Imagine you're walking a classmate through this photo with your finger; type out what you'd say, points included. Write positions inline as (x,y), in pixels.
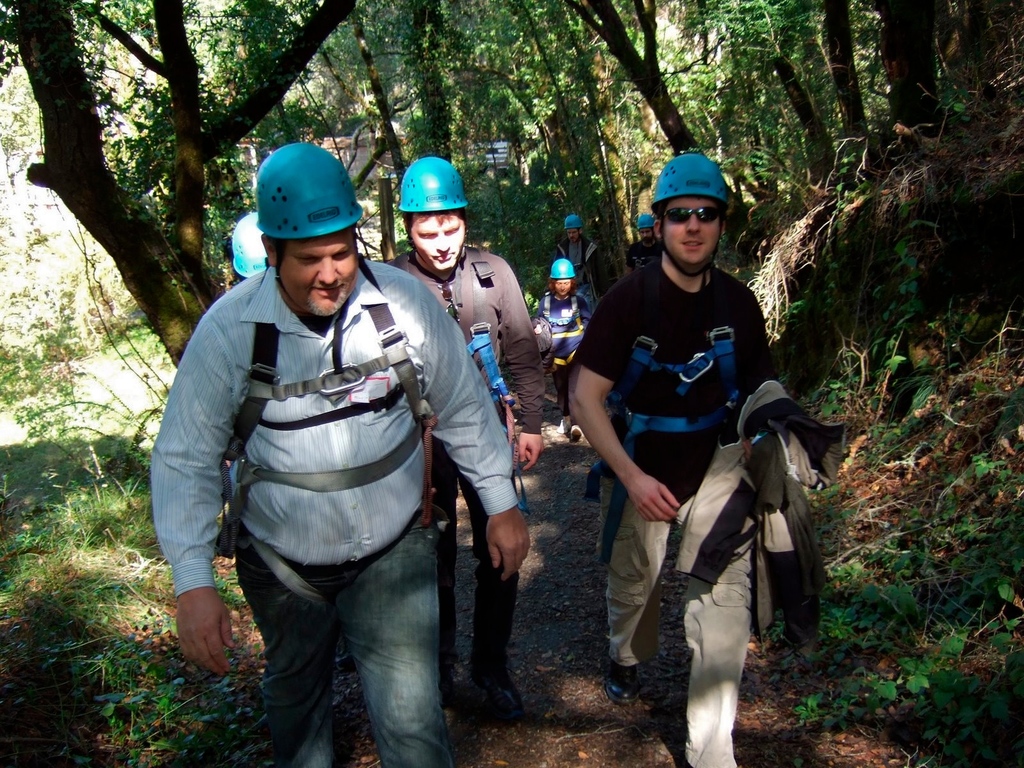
In the picture we can see these people (651,578) wearing blue color helmets (351,203) and dresses (701,499) are walking on the road (765,721). Here we can see the grass (109,628) and trees (796,121) on the either side of the image.
